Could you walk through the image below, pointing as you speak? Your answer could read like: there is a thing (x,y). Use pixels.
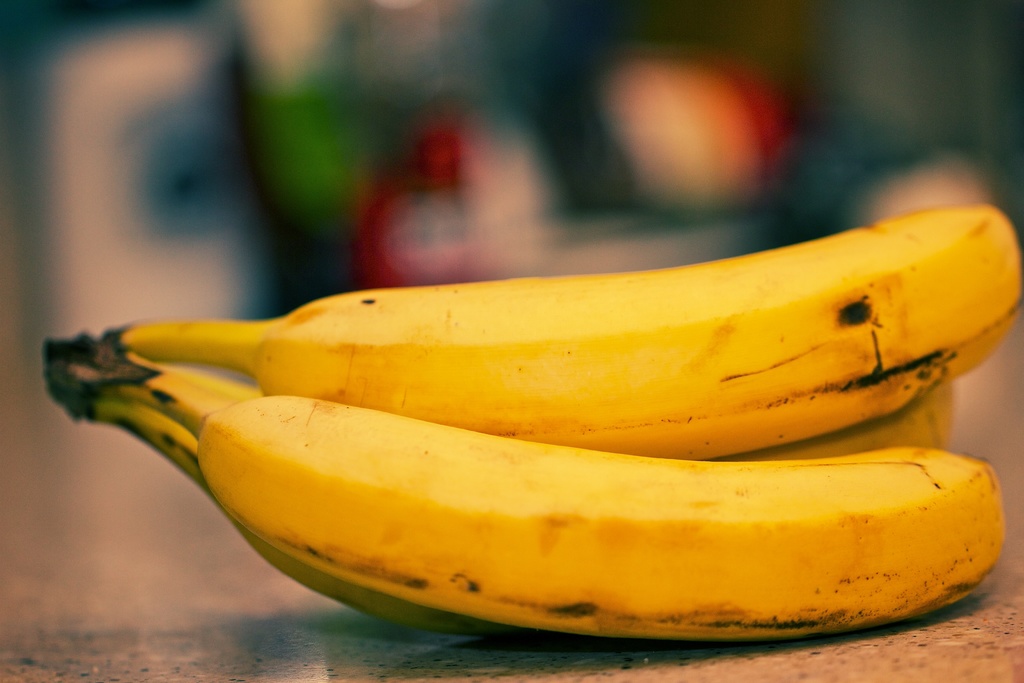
In this image in front (970,497) there are bananas (510,514) on the countertop (265,655) and the background of the image (566,52) is blur.
